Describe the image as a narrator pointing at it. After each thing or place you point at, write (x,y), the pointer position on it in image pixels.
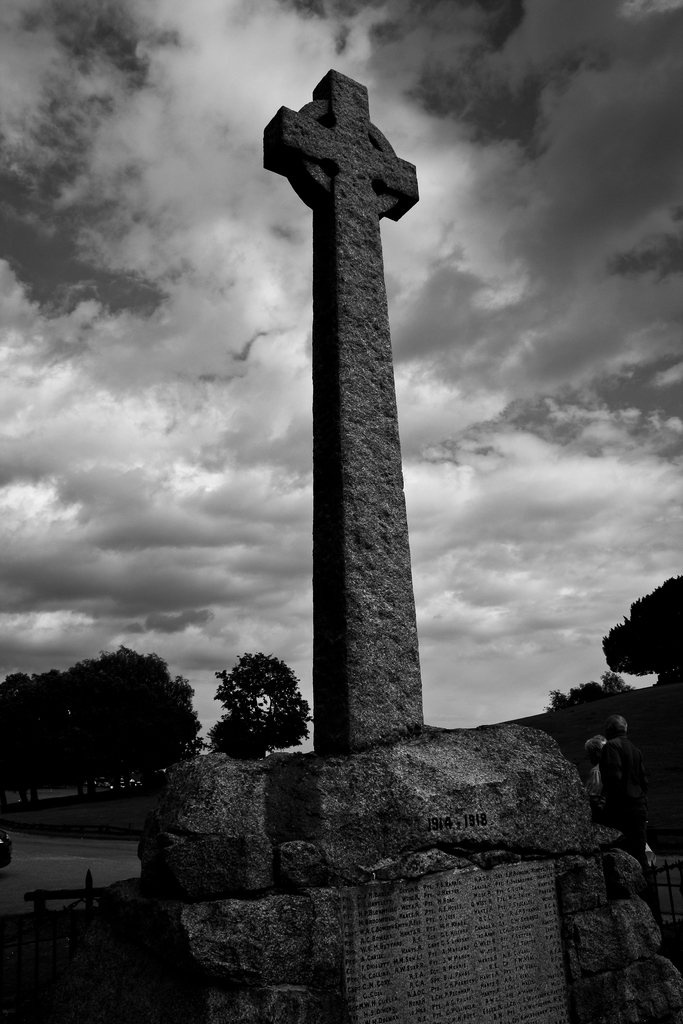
In this picture there is plus sign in the center of the image (355,636) and there are people (627,753) and trees (66,689) in the background area of the image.
